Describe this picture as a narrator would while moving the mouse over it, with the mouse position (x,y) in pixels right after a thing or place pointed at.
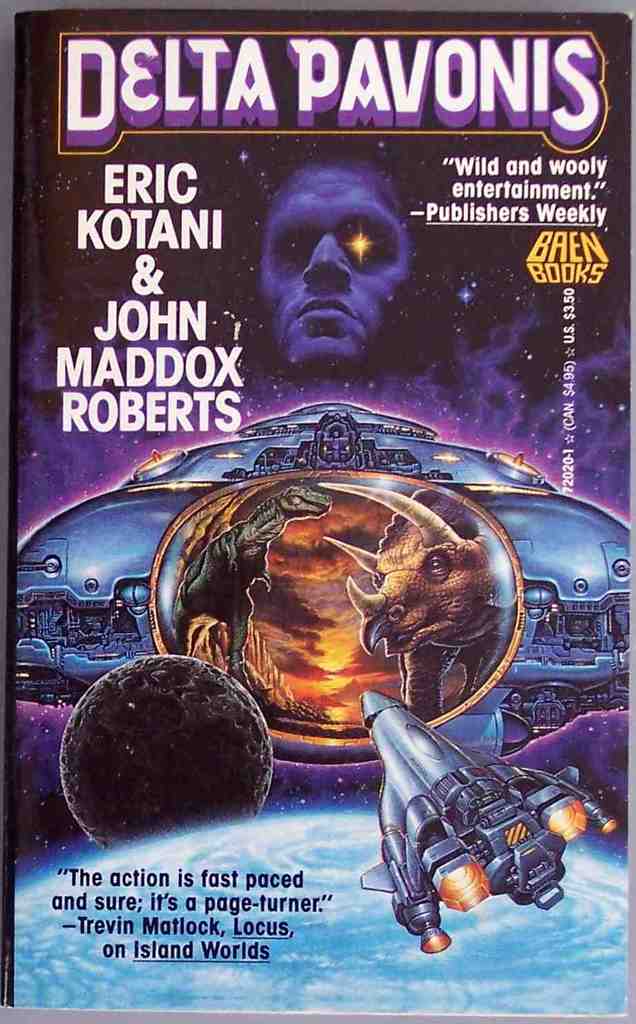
In this image there is a poster (346,837) on it there is rocket (443,813), dinosaurs (250,553), person's face (346,251) is there. On the top (246,84) there are texts (248,73).
